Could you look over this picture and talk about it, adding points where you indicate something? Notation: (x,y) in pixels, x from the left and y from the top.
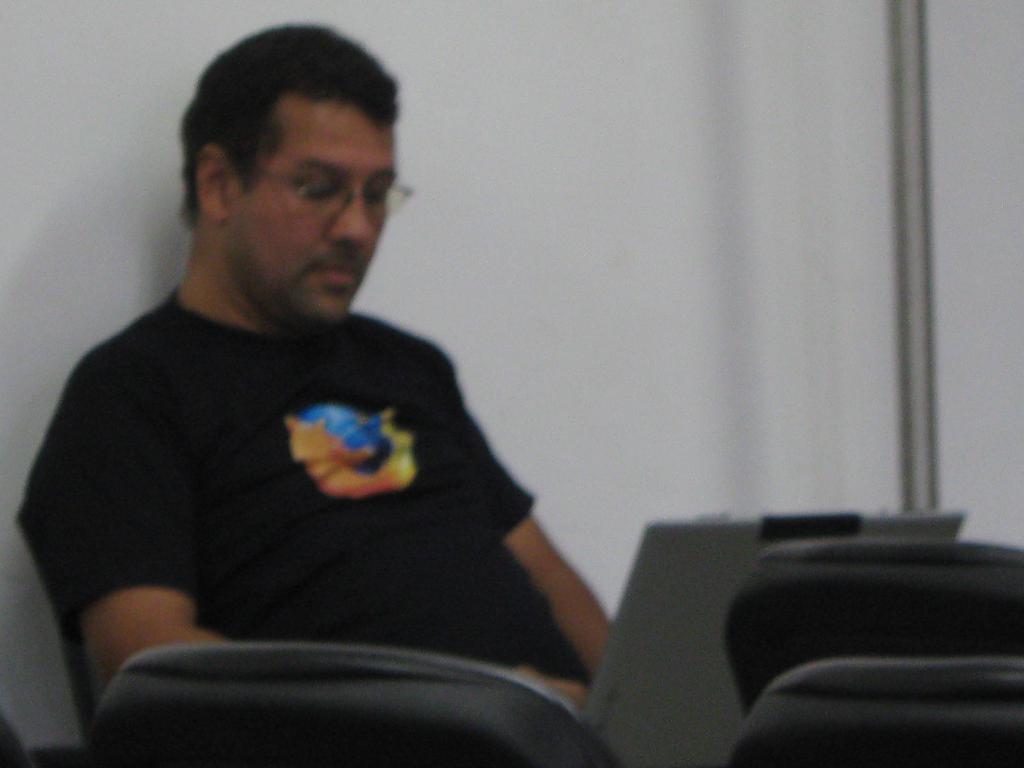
In this image in the center (342,324) there is one man (286,435) who is sitting and at the bottom (886,620) there are some chairs (838,646) and this man (432,534) is holding something (660,600) in his hands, in the background (630,189) there is a wall (565,178).
